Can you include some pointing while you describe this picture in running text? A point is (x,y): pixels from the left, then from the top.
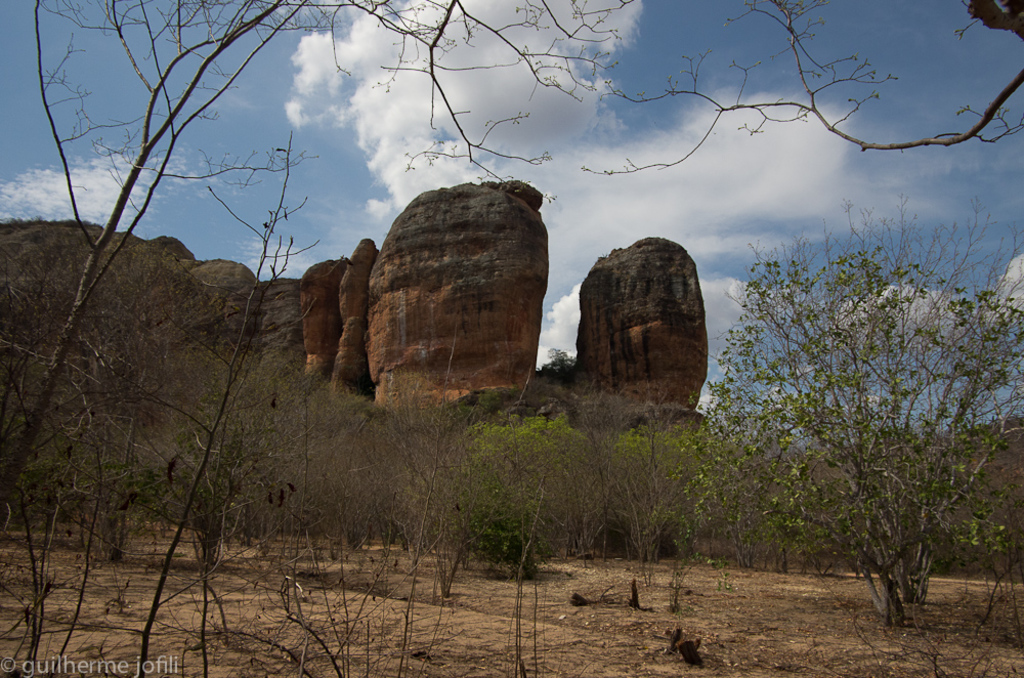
In this image I can see at the bottom (891,507) there are trees (401,517), in the middle (492,268) there are very big rocks (493,326). At the top (479,105) there is the cloudy sky (453,103).
